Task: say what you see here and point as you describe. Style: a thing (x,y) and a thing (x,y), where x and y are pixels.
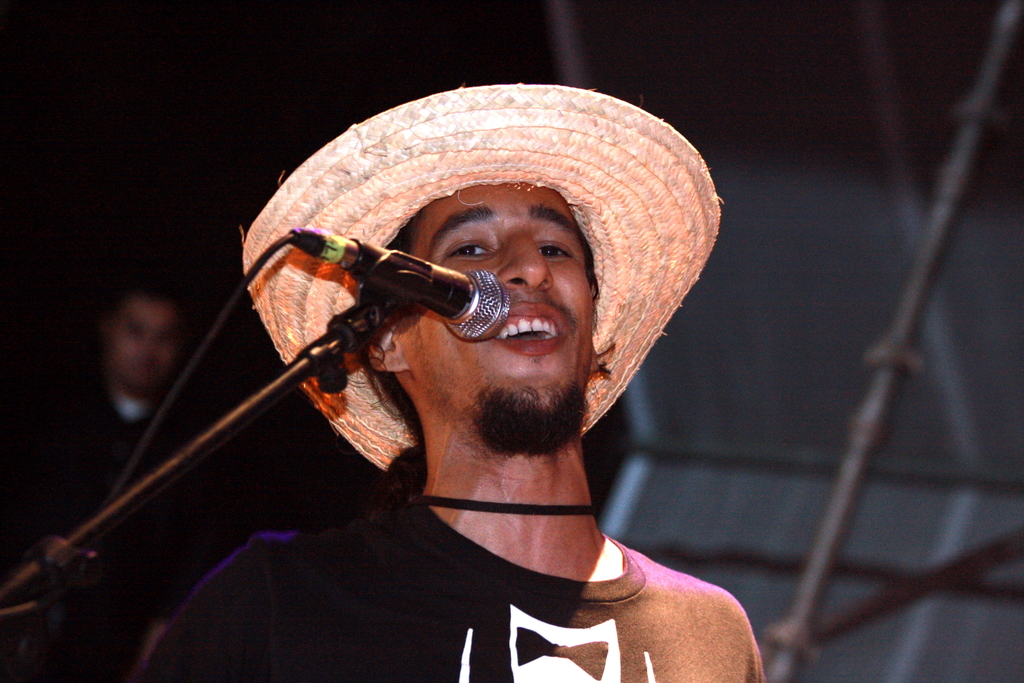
In this image we can see a person (681,595) and in front of him there is a mic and it looks like he is singing and there is a person (132,442) and in the background (833,352) the image is blurred.
